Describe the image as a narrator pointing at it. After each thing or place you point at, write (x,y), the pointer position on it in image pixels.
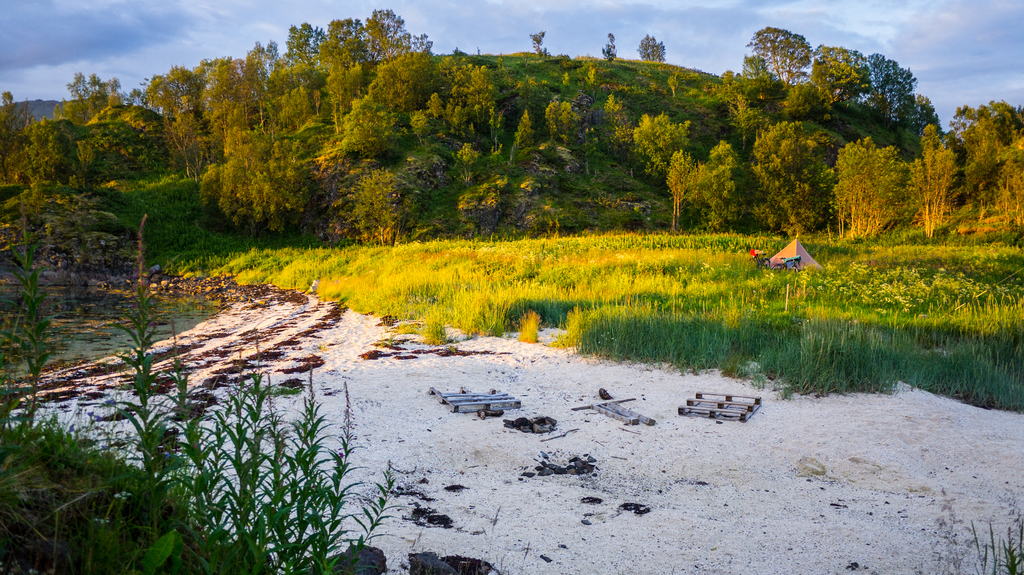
In this image we can see few plants (642,288), objects (458,410) on the ground (510,445), water (94,331), trees (230,201) and the sky (130,33) in the background (674,26).
